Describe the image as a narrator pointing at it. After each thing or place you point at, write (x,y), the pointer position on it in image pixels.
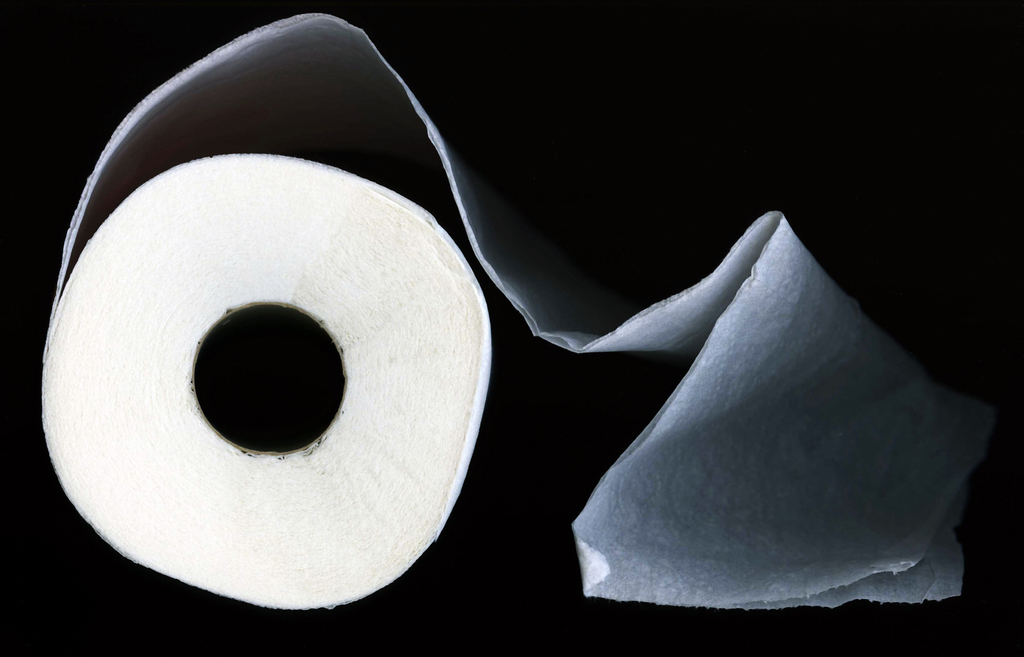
In the front of the image (170,230) there is a tissue roll (245,309). In the background of the image (597,55) is dark.
